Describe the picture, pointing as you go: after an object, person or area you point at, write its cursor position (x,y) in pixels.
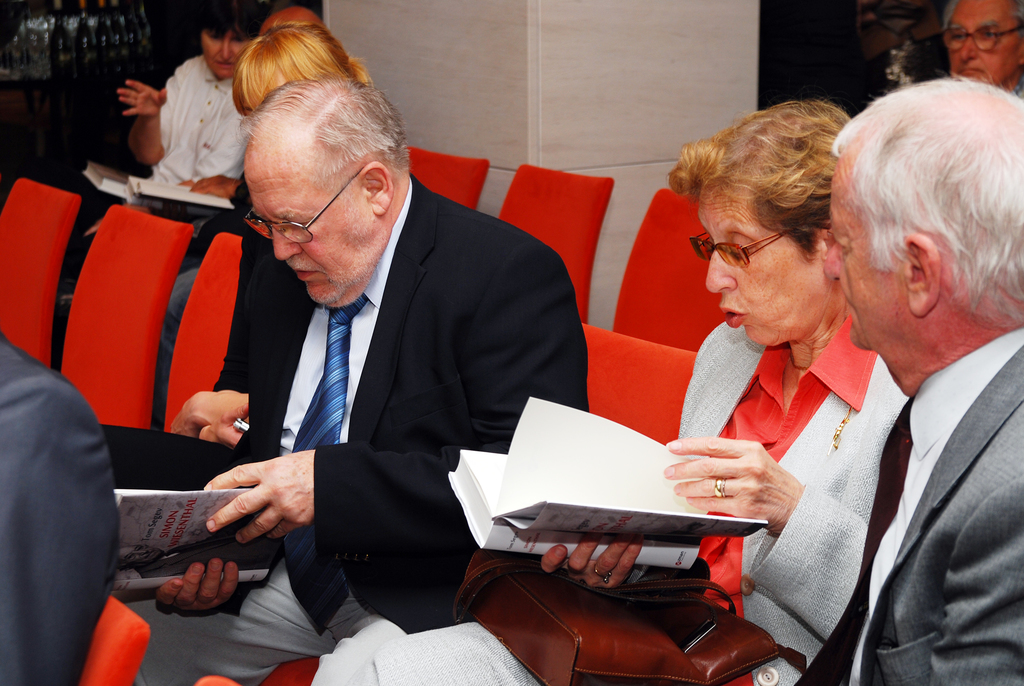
In this picture I can see there are a few people (350,233) sitting in the chairs (128,234) and there is an old man (907,422) sitting at the right side (941,498), there is a woman (755,441) sitting next to him, she is having spectacles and she is reading books (601,524). There is another man (231,515) sitting next to her and he is also having spectacles (297,237) and he is also reading a book (187,563). There is a pillar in the backdrop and there are two women (233,59) sitting on the chairs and there is another man (946,46) on the right side (957,56) and he is sitting on the chair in the backdrop (957,71).
